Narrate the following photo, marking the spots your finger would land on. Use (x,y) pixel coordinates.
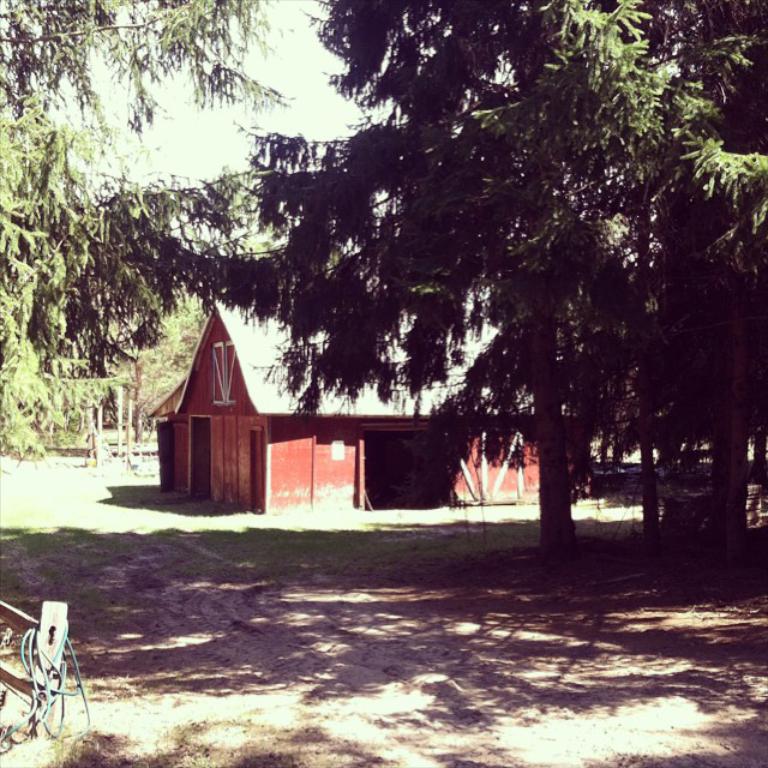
In this image in the background (324,353) there are trees (454,401) and there is a hut (401,437). In the front (69,684) on the left side (33,689) there is an object (51,680).
